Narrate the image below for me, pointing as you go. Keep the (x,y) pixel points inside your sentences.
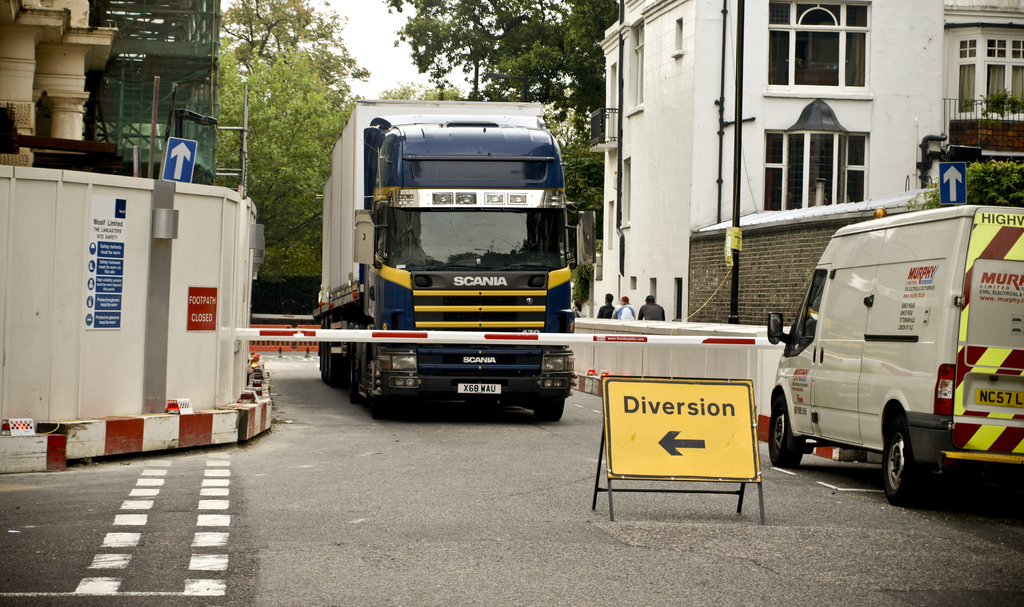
In this image we can see vehicles (524,325) on the road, three persons (634,313) standing near the wall (682,353) and there are sign boards (952,197), buildings (781,256) and posters (188,304) to the wall (175,311), an iron pole (737,277), few trees (274,97) and the sky (373,43) in the background (378,29).
